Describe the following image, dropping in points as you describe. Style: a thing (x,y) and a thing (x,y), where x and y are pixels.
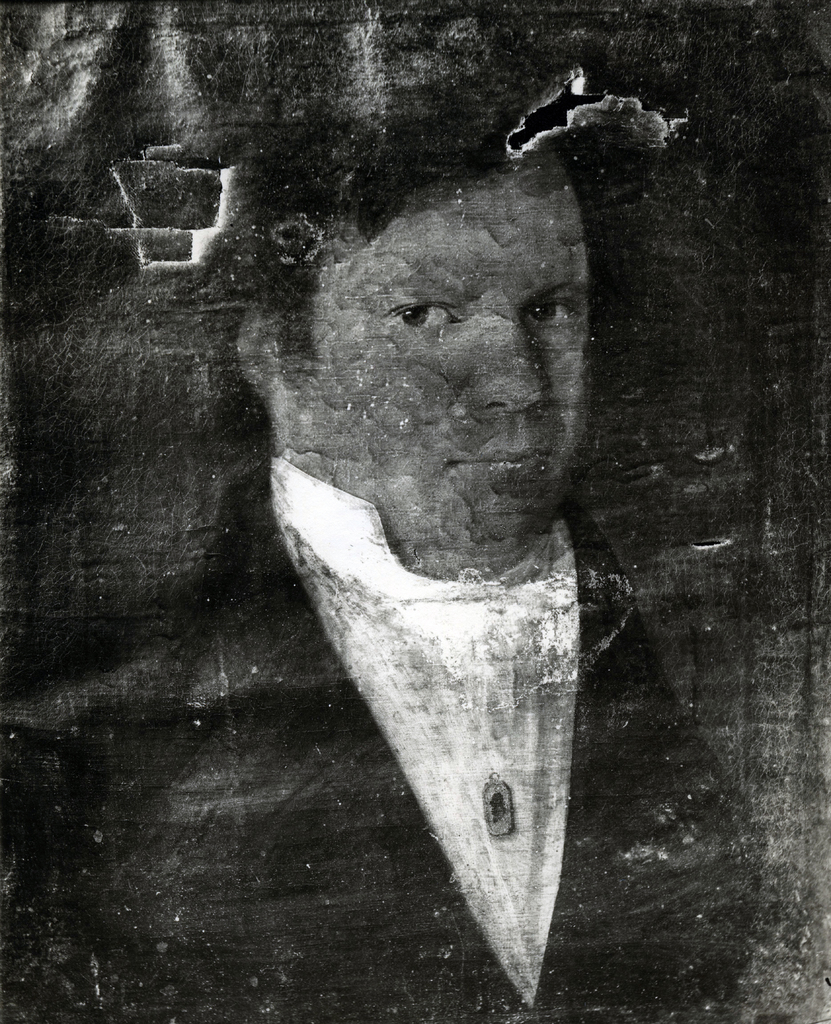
In this image I can see a person's painting (349,490) on a canvas (470,624).
